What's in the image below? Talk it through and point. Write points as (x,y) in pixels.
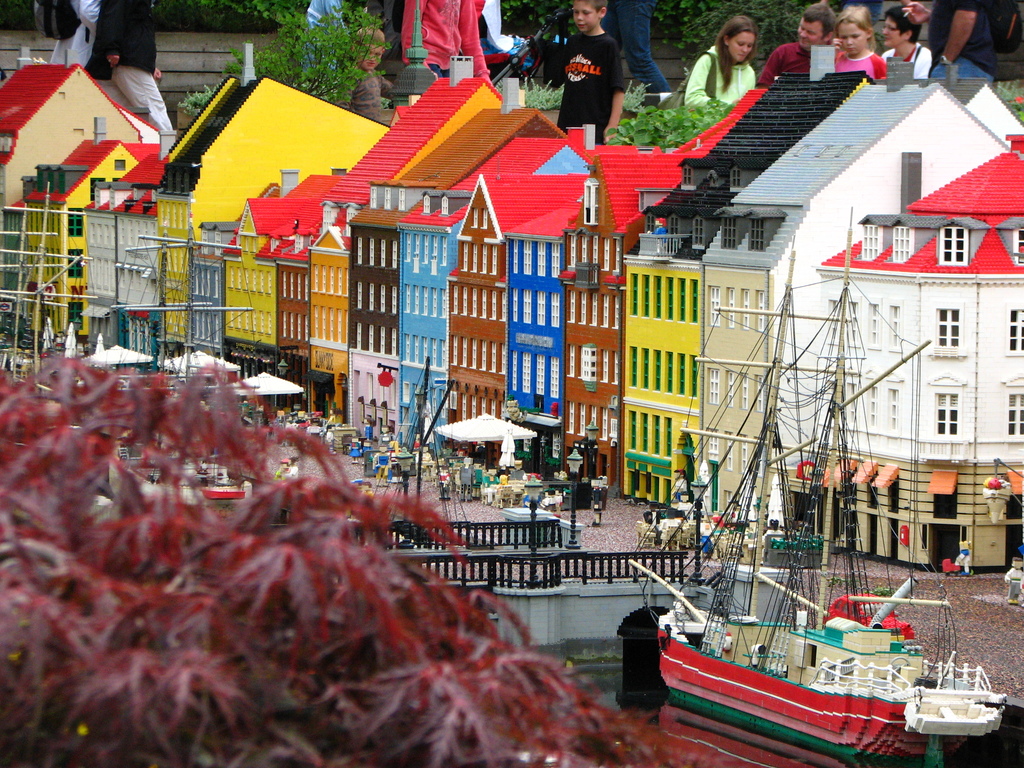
In this image I can see the miniature (501,312) of the houses (372,233) which are colorful. In-front of the buildings (305,332) I can see the tents (262,390) and to the right (699,665) I can see the railing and the ship (829,668) on the water (614,670). In the front (149,634) I can see the tree (230,667) which is in red color. In the back (565,93) I can see few people (590,82) with different color dresses (594,65). I can also see many trees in the back (332,80).
